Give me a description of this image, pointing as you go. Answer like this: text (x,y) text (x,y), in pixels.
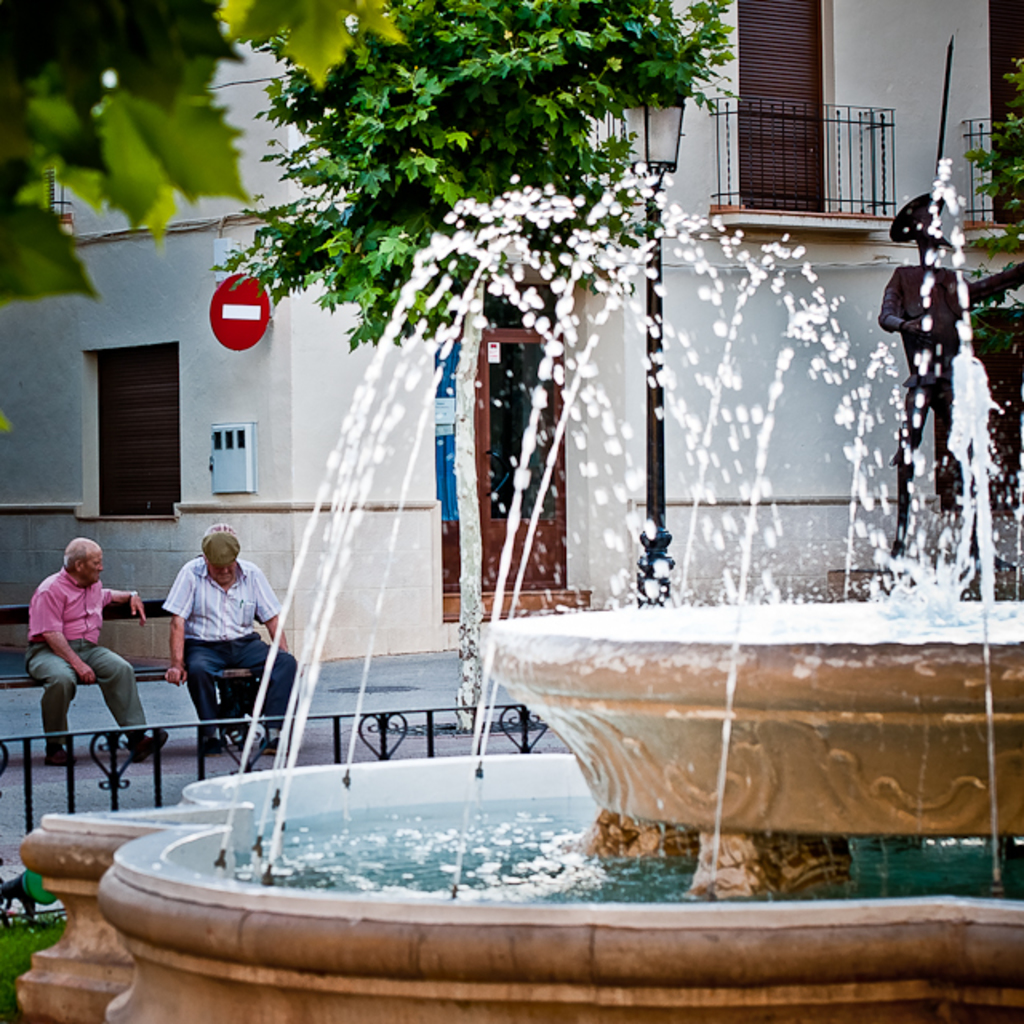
In this picture I can see a water fountain (322,597), there are two persons (199,694) sitting on the bench (164,667), there are iron grilles (889,124), there is a building (246,94), there is a light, pole (659,461), there is a statue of a person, and there are trees (475,17).
